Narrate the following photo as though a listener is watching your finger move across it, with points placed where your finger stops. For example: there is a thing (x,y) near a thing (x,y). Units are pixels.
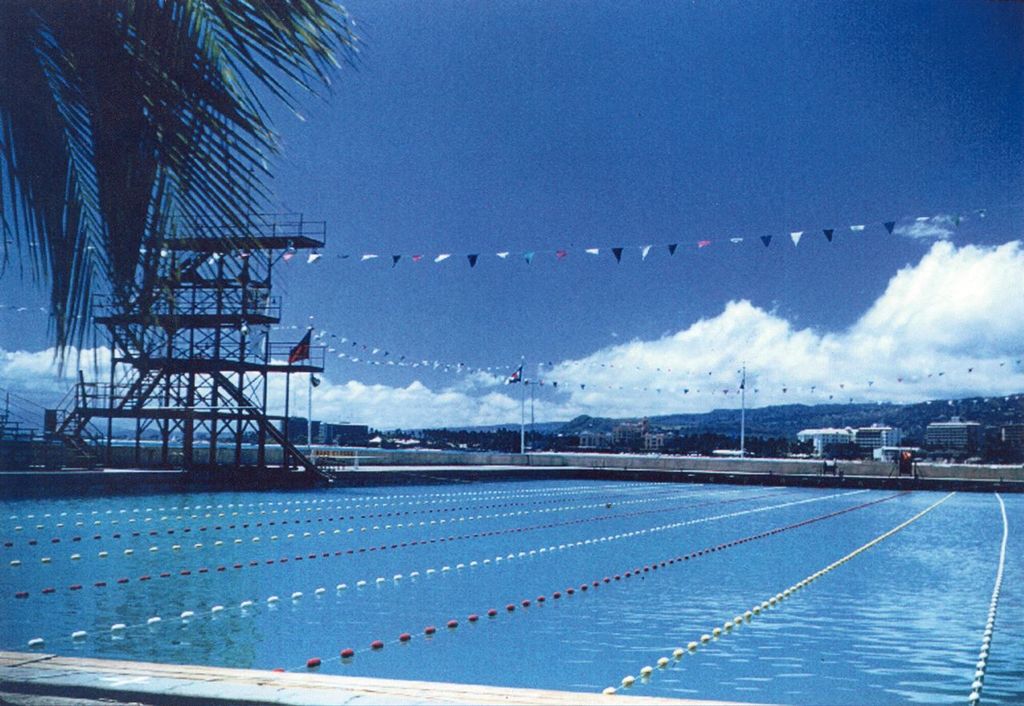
Here in this picture we can see a swimming pool (361,499), which is filled with water (434,633) and in between that we can see ropes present and on the left side (219,436) we can see a frame (183,450) present with number of staircases (87,446) on it and beside that we can see a flag post (309,385) present and we can also see other flag posts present on the ground (251,466) and in the far we can see buildings (875,446) present and we can also see plants (917,439) and trees (857,453) present and we can see the place is decorated with some colorful papers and we can see clouds (974,388) in the sky (578,294).
